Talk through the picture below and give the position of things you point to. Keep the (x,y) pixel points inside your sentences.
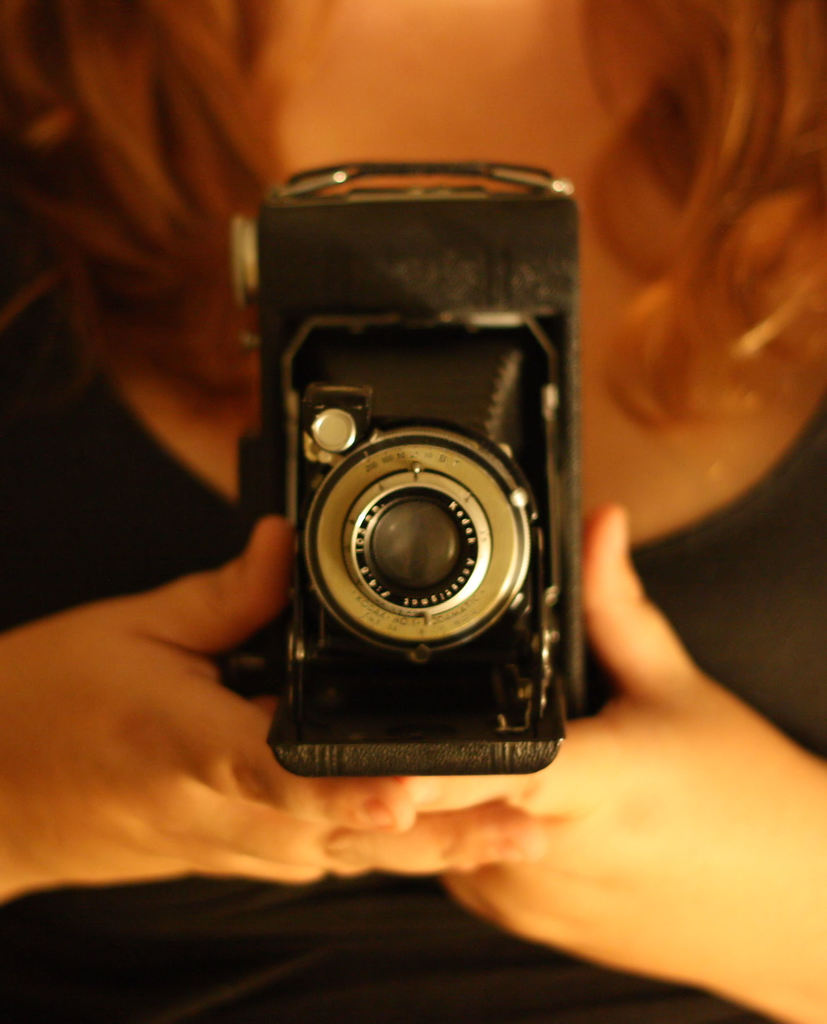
In this picture there is a woman (752,251) who is wearing black dress (724,615) and she is holding a black color camera (444,440).
